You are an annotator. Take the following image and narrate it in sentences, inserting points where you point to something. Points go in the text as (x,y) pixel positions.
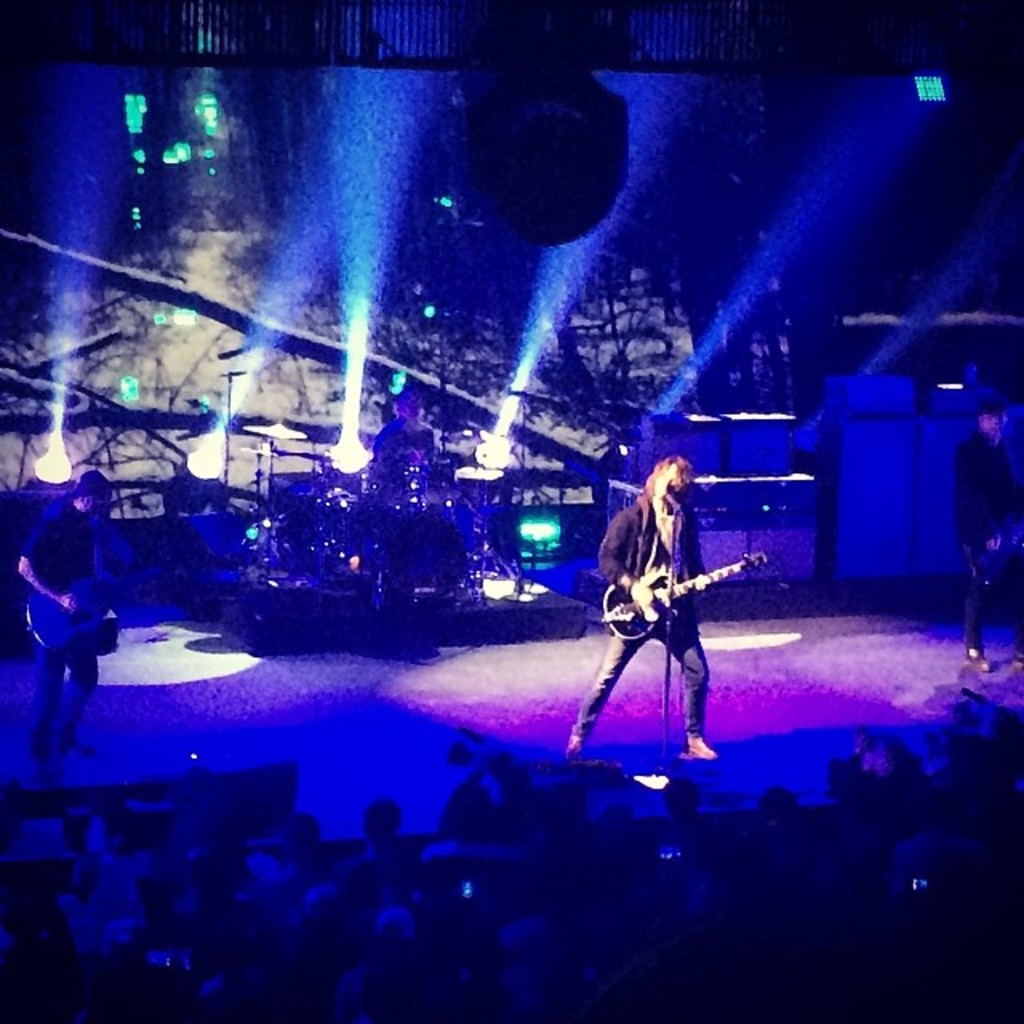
This is the picture of man (93,659) standing and playing a guitar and another man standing and playing a guitar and in front there are group of people (79,955) sitting and another person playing the drums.
